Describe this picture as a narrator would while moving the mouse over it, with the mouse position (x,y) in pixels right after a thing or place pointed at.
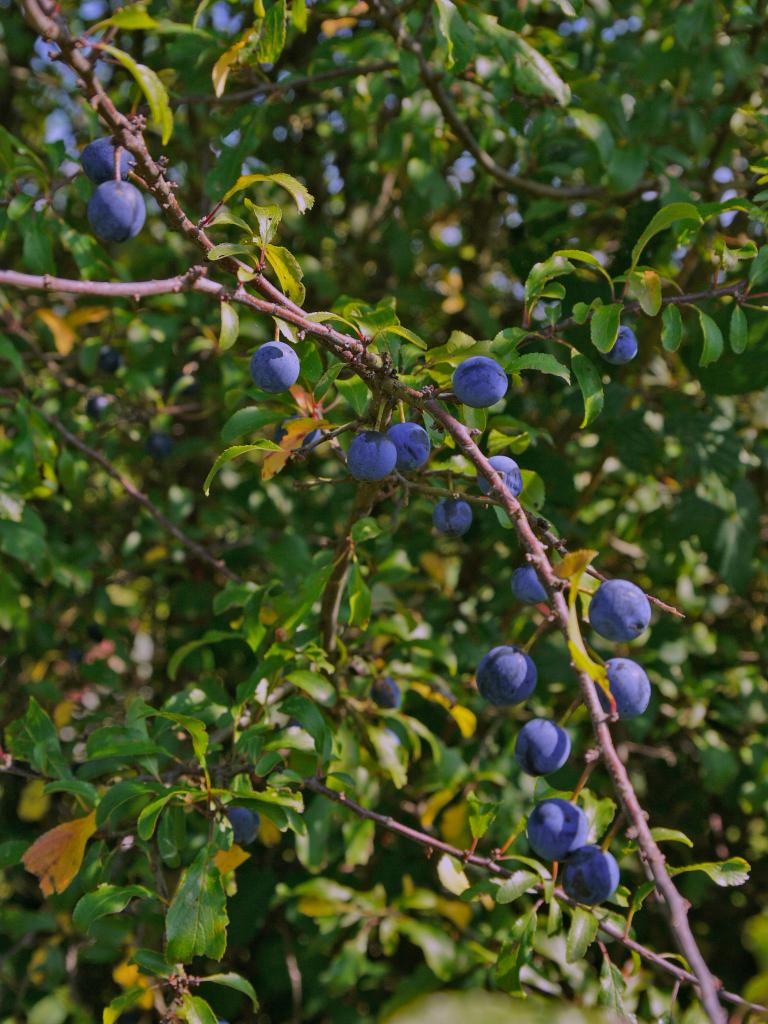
In this image there are berries (589,883) on the plants (638,830). In the background (408,232) there are trees (425,276).
